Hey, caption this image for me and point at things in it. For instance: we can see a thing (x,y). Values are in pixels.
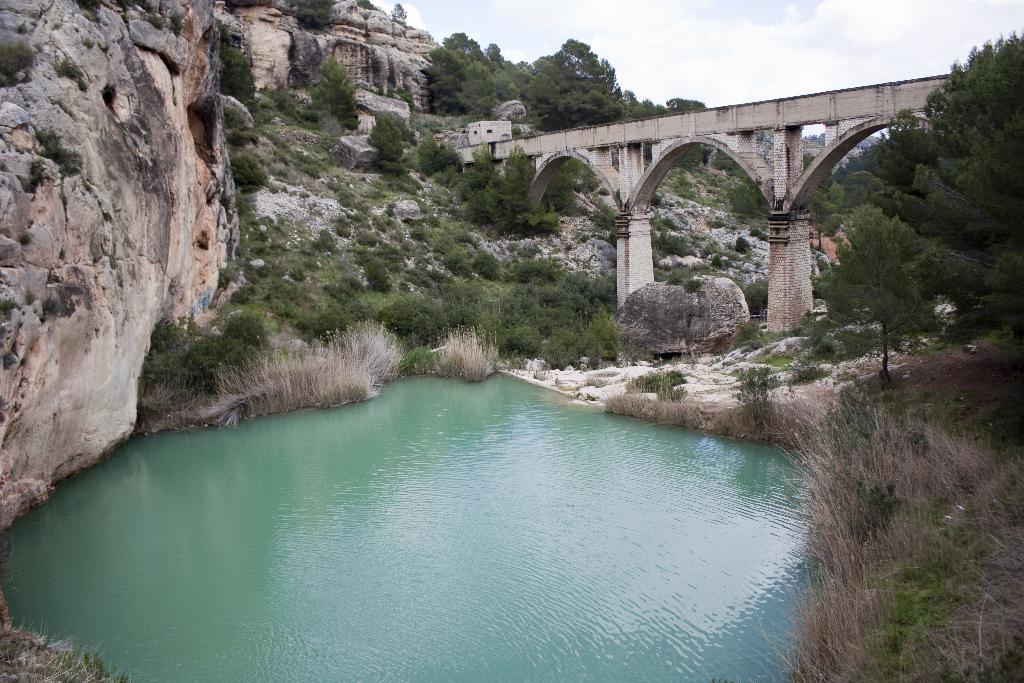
In the picture we can see the water (355,672), which is blue in color around it, we can see grass plants (848,458), rocks (12,349) and rock hills (62,353) and a bridge (626,282) and near to it we can see some trees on the hills (389,118) and a sky (916,77).
